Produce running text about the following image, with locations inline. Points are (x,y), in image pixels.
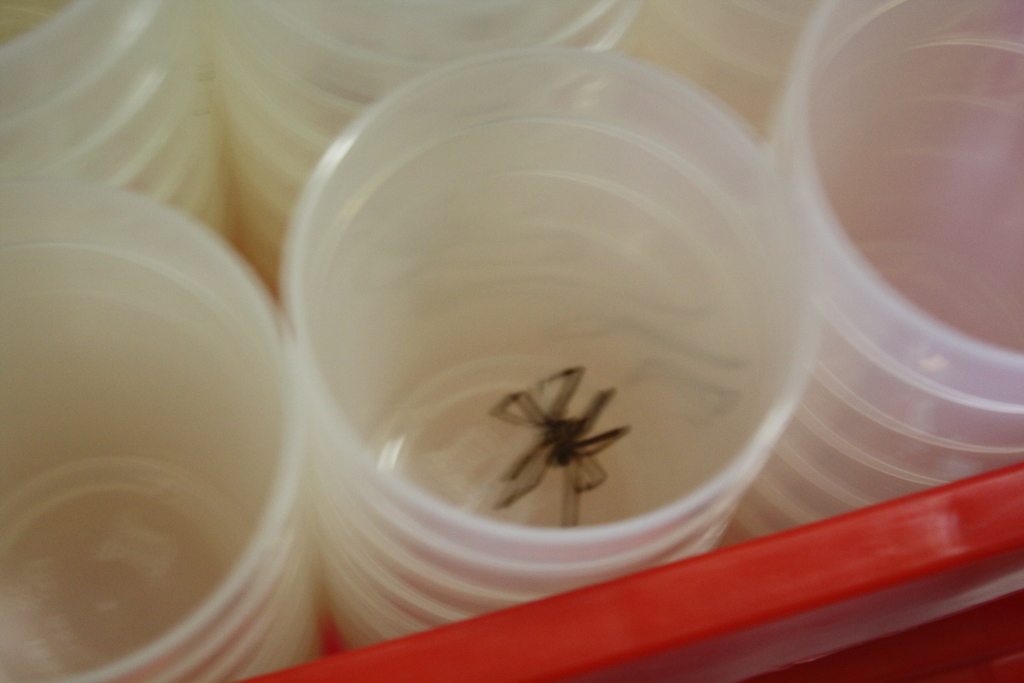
In this image there are plastic glasses (297,105). In the center (575,434) there is a spider (560,433) in the glass (449,424).
